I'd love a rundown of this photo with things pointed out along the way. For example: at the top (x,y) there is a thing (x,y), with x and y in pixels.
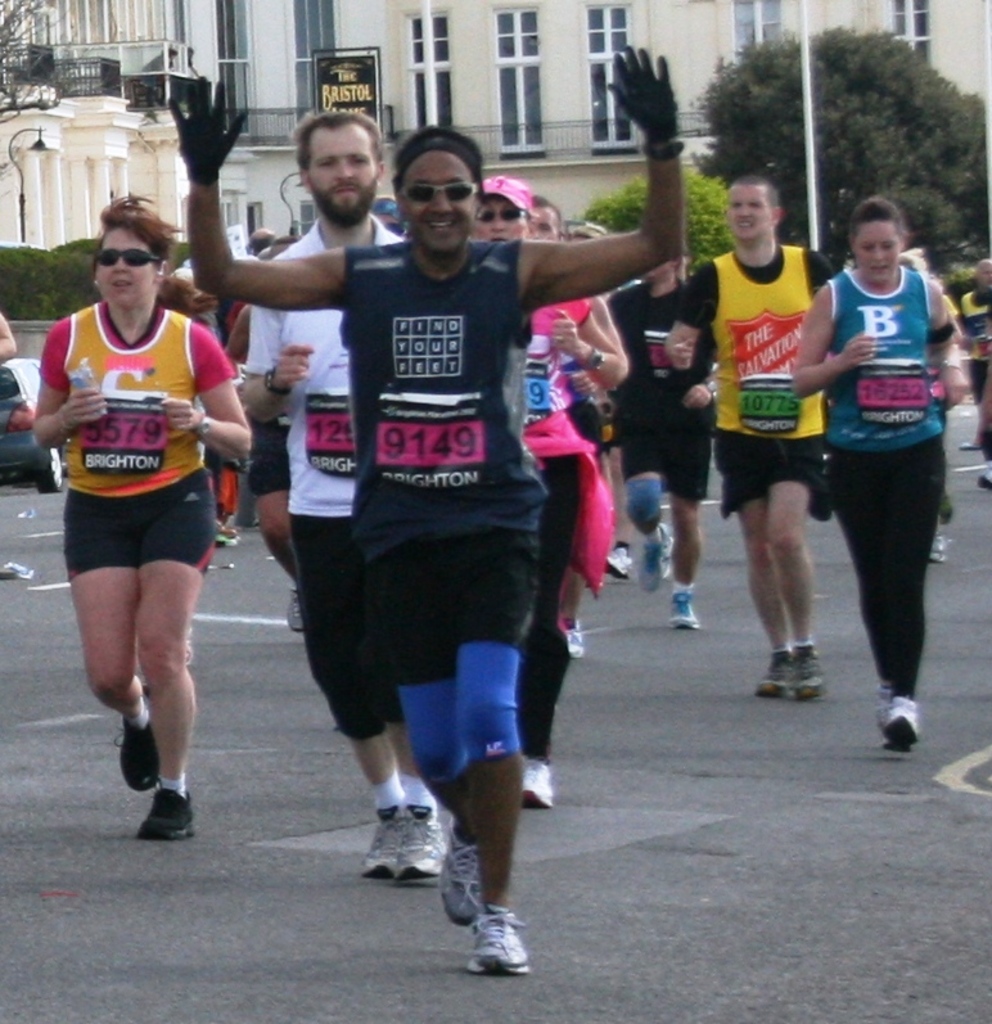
In the middle of this image (551,361), there are persons (869,305) in different color dresses (451,361), running on the road (324,844). Some of them are smiling. In the background (69,272), there are trees (940,237), plants (26,274) and buildings (299,115).
